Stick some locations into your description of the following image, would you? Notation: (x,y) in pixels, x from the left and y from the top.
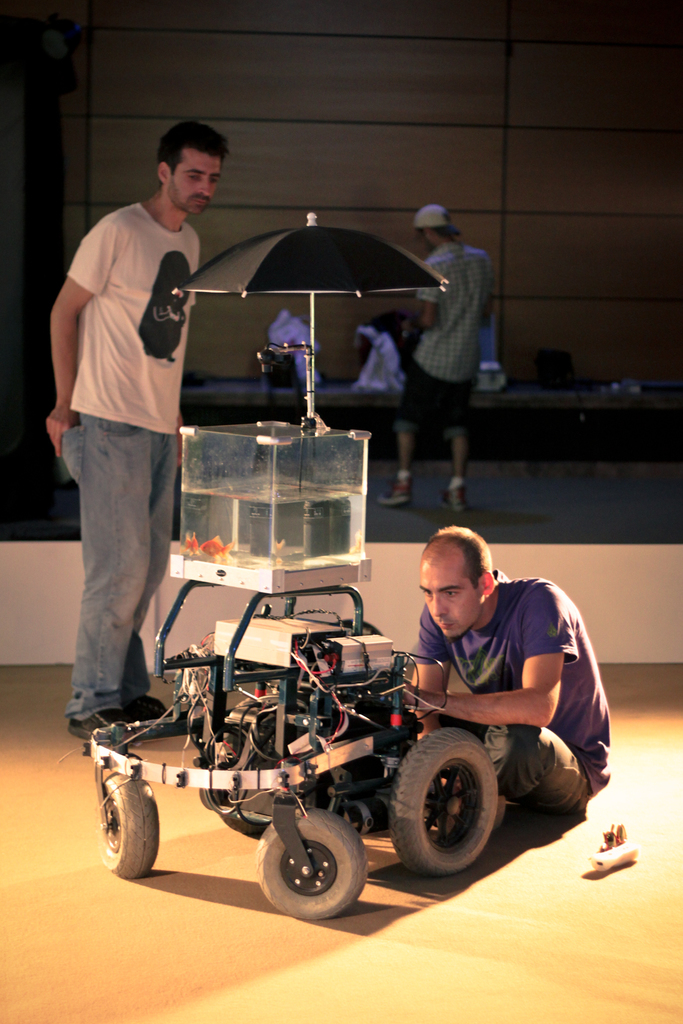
In this picture we can see two persons (434,345) standing and a person (504,674) sitting, we can see an umbrella (337,242), an aquarium (324,458) and a vehicle (358,616) in the middle (296,487), in the background (364,209) there is a wall (366,105), a person (451,334) in the background (452,327) wore a cap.
